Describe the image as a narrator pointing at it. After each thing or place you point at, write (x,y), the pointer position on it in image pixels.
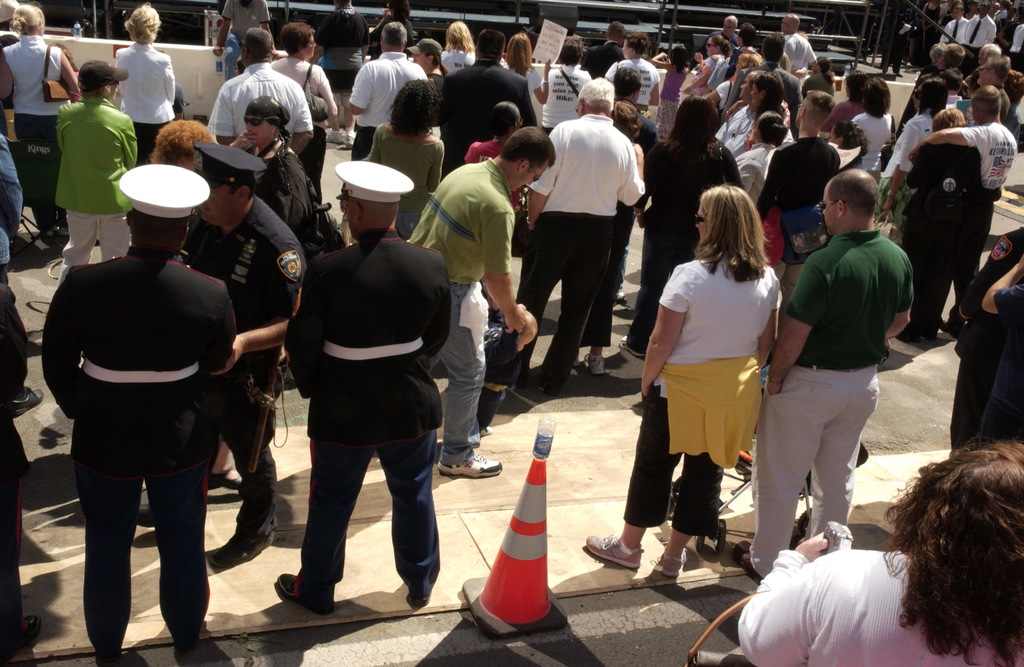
In this image, we can see a group of people (352,477) are standing. Here there is a traffic cone (516,580). Few people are wearing caps (403,189).
